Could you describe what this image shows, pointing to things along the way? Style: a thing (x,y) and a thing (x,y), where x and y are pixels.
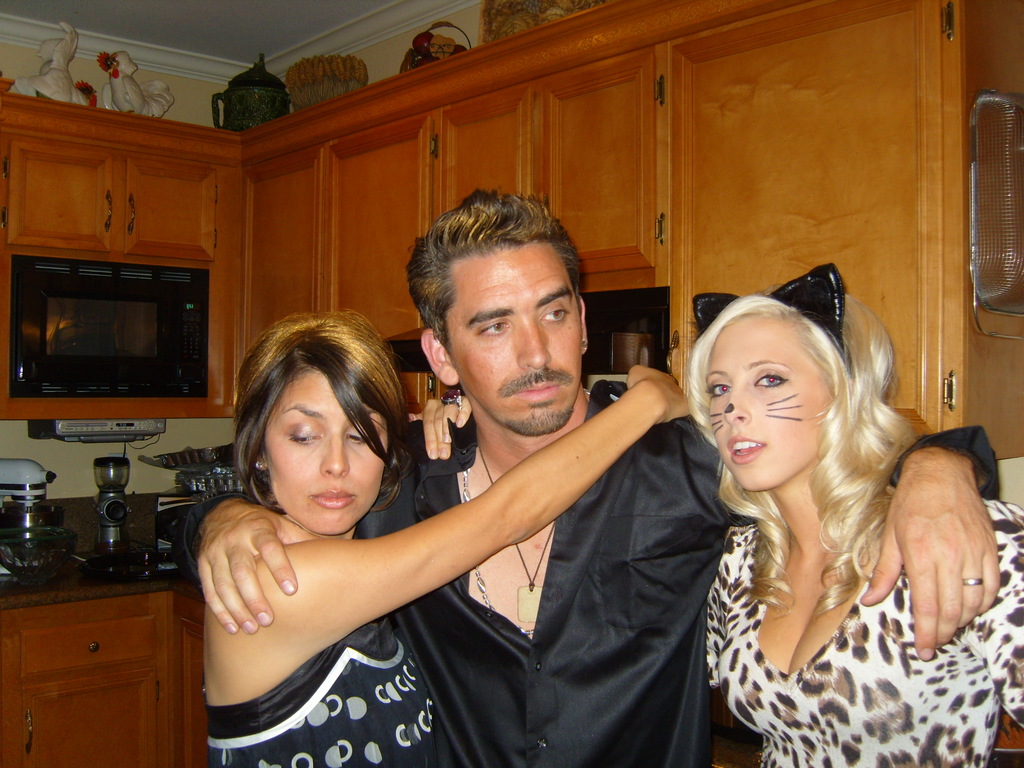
In the picture I can see a man (441,476) in the middle of the image (656,500) and he is wearing a black color shirt (590,602). I can see a woman (363,398) on the left side (327,371) and there is another woman (752,628) on the right side (730,435). In the background (398,194), I can see the wooden drawers (222,382). I can see a glass bowl (67,548) on the marble table (66,577) on the left side (49,532).
